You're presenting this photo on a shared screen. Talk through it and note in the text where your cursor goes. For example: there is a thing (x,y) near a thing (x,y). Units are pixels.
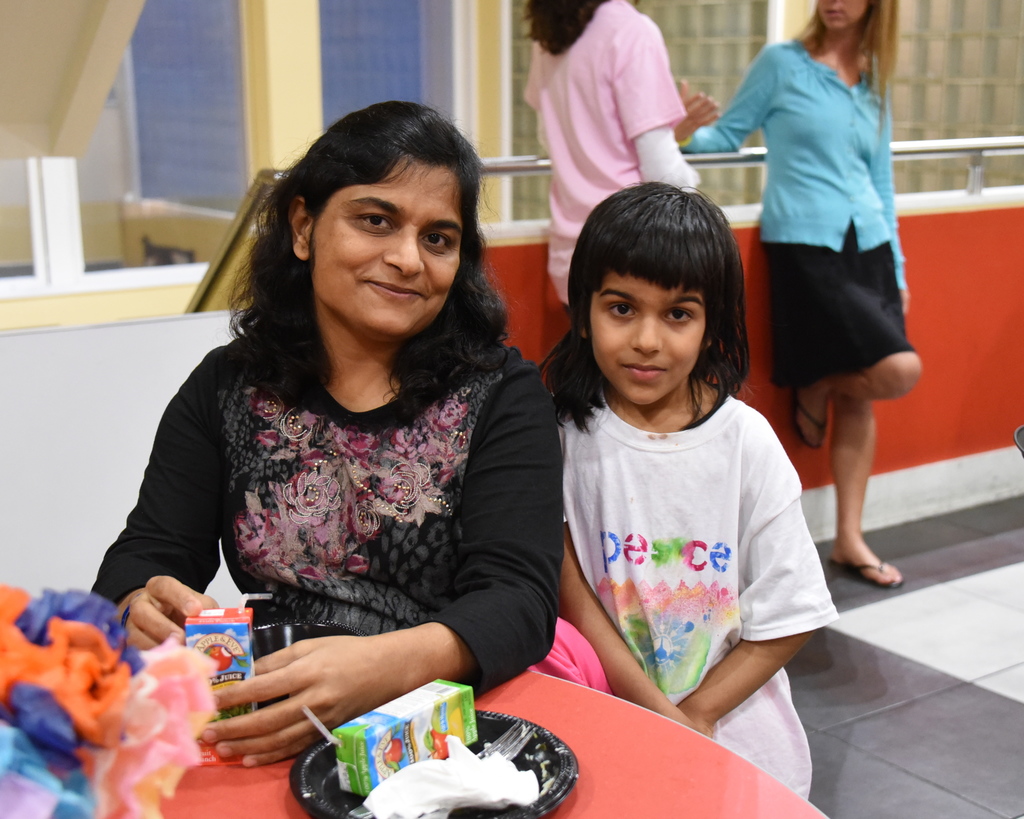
In this image we can see four persons (420,547). There is a reflection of some object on the glass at the left side of the image (22,258). There are many objects (335,773) placed on the table (202,766). There is an object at the right side of the image (1019,441).
